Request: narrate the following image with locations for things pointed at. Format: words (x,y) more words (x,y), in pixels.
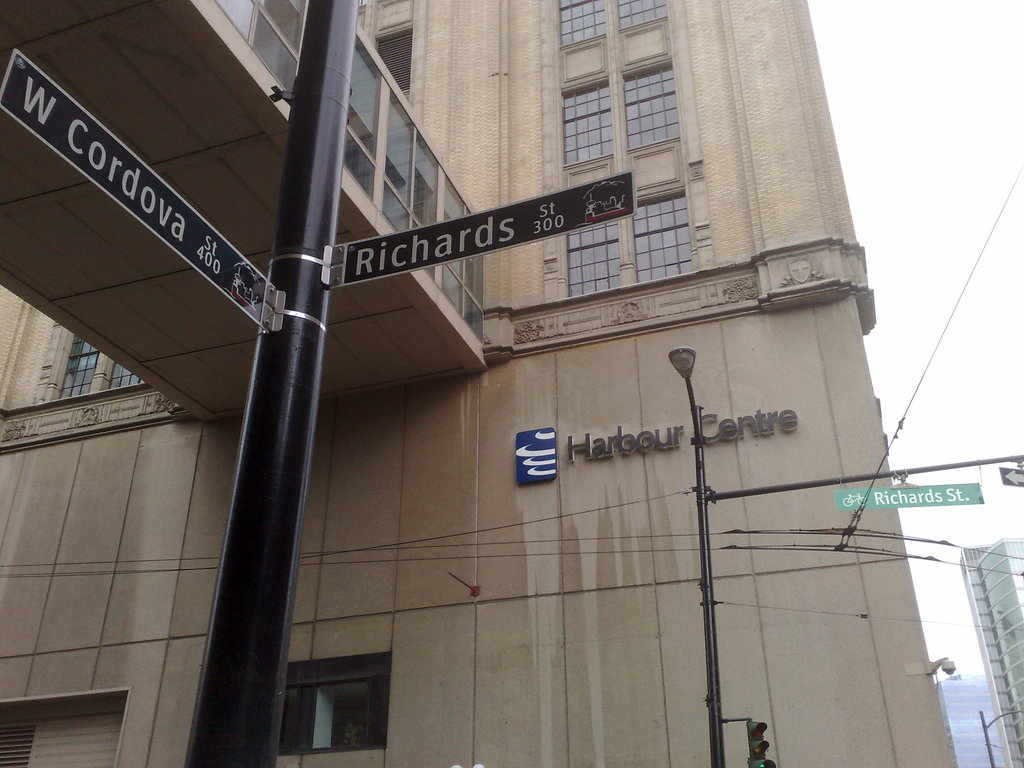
In this image there is a building (362,229), in front of the building (211,467) there is a pole (295,262) with sign board (457,225) and street light (688,381). On the right side of the image (1012,619) there are buildings (1012,599). In the background (965,640) there is the sky (894,254).
